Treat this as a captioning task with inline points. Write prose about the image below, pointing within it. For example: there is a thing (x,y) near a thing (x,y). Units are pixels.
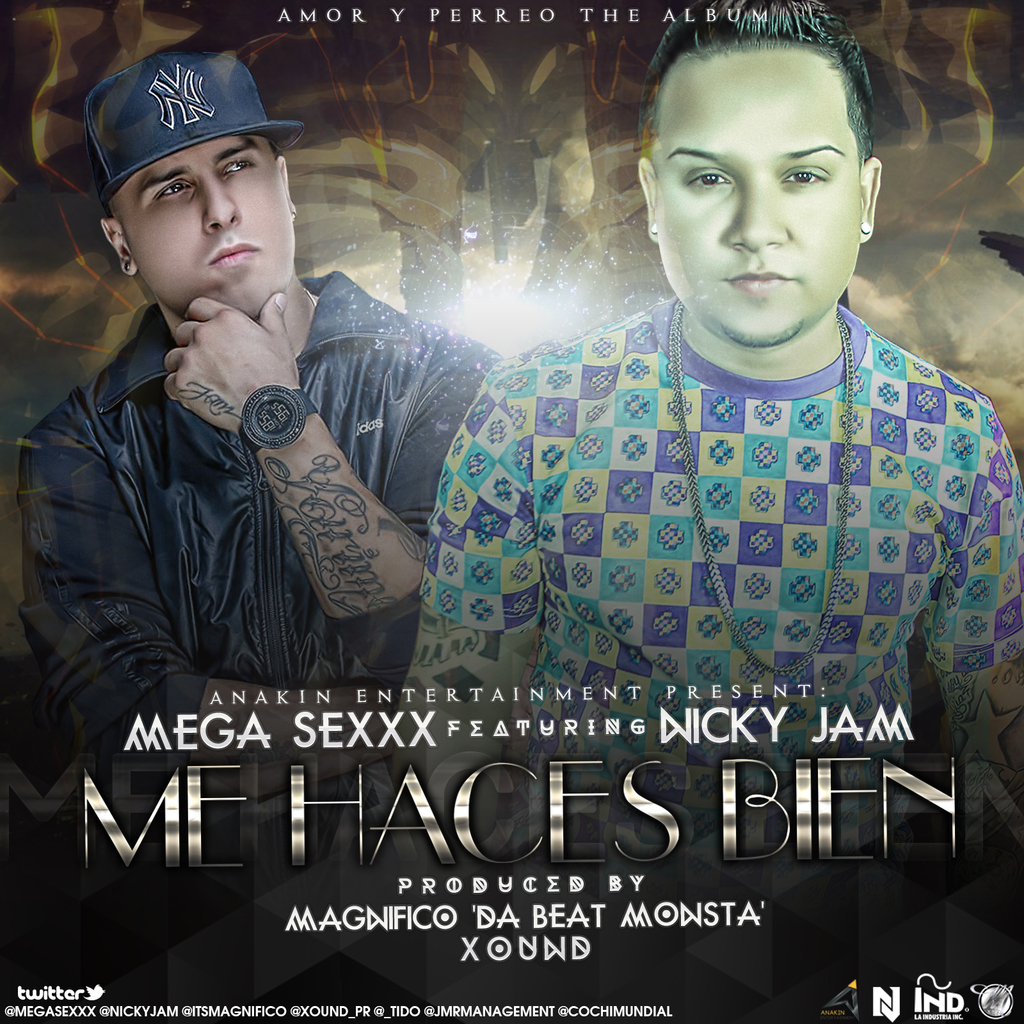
It is an edited image, at the bottom (357,733) there is the name (302,733). On the left side (256,356) a man (272,489) is there, he wore black color coat (225,547), cap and watch (302,412). On the right side (801,458) there is another man (779,467), he wore t-shirt (779,467), chain (845,477). In the middle (528,347) there is the light (558,279).
